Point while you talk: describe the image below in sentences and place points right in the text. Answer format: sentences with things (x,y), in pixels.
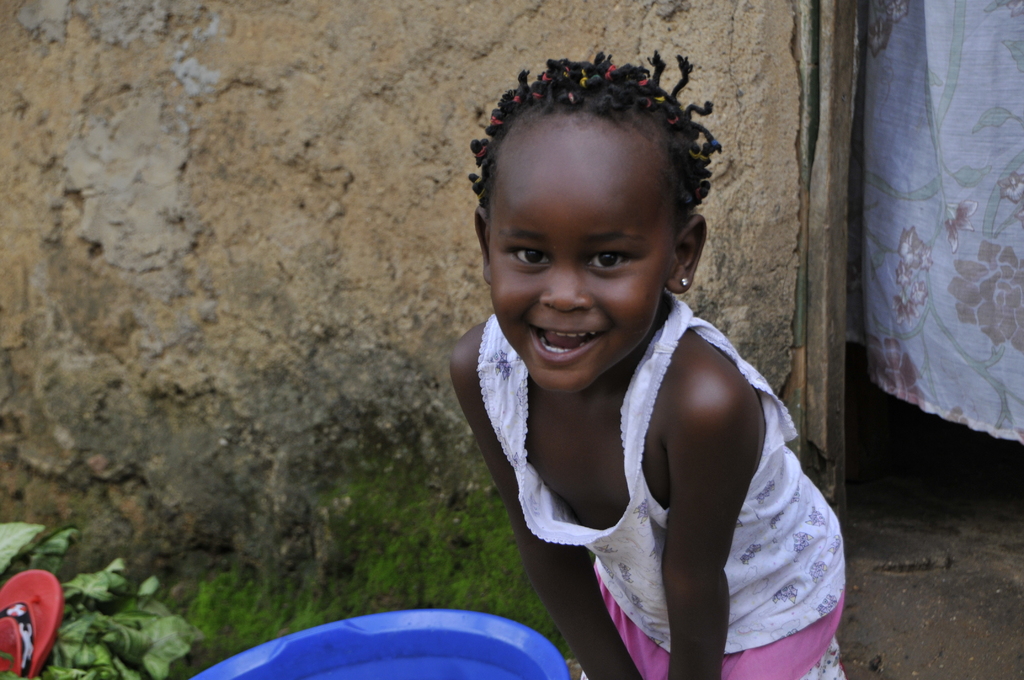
In this image I can see the person (608,477) with white and pink color dress (770,672). In-front of the person (519,497) I can see the blue color tub (385,642), footwear (47,612) and the plant (154,611). In the background (267,90) I can see the wall (480,14) and the curtain (921,206).
